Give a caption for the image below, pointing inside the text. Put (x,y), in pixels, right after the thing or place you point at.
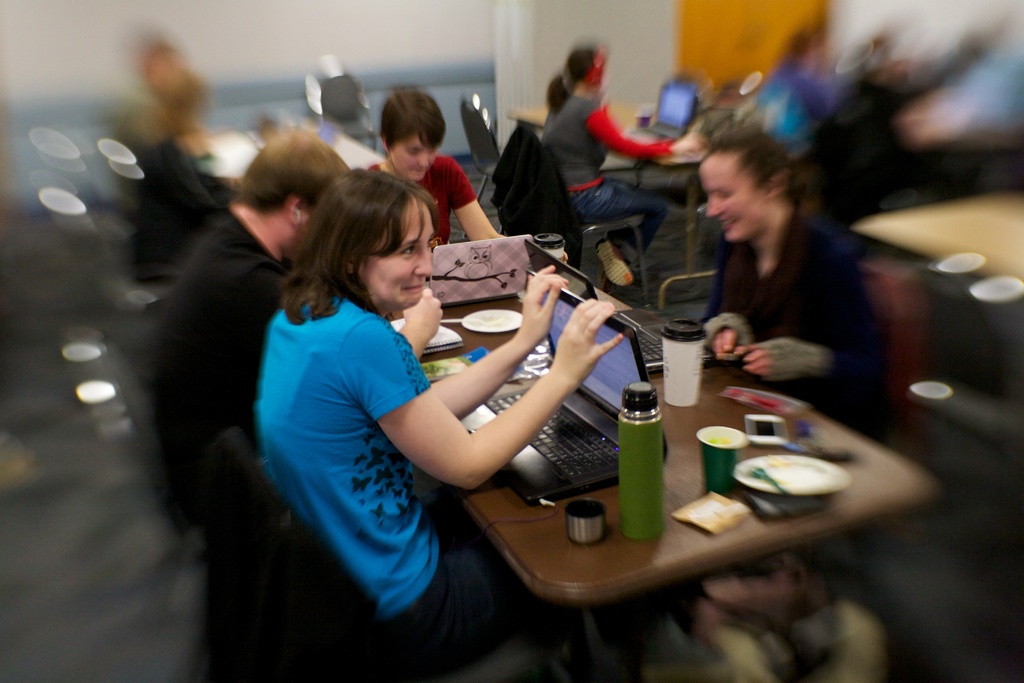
There are few persons (394,556) sitting on the chairs (339,79) at the table (552,537) and on the table (520,296) we can see laptops (555,477), bottles (625,490), cups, plates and other objects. In the background (608,97) all the sides of the image are blur but we can see few persons (412,115) are sitting on the chairs (351,84) at the table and on the table (624,128) we can see laptop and other objects (332,127) and this is the wall (353,26).
